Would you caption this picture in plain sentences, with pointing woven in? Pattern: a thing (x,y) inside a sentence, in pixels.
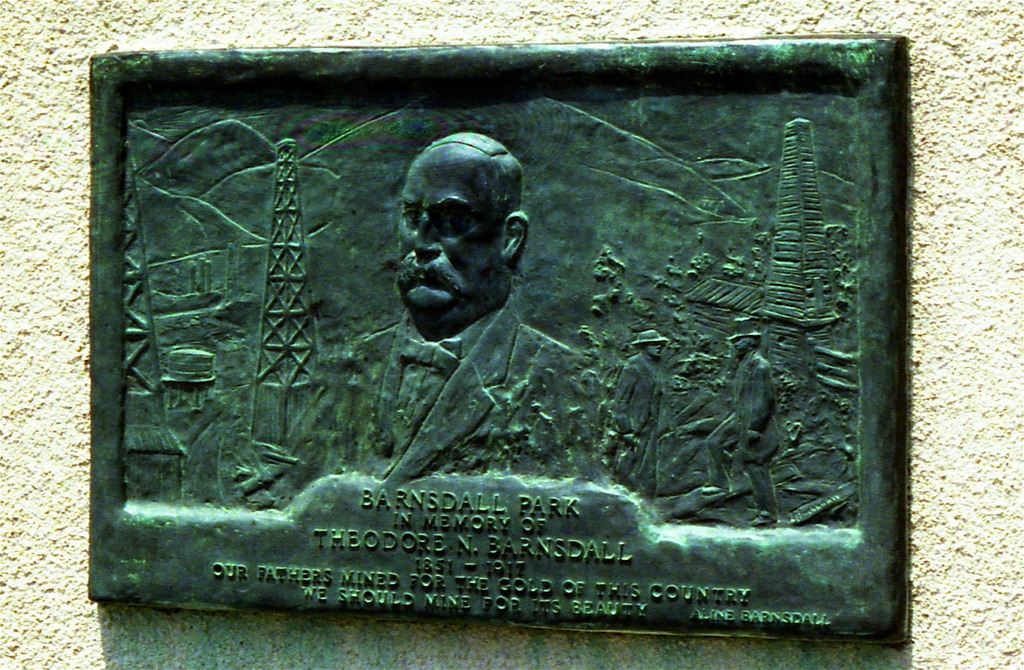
In front of the picture, we see a stele (396,322) in black color. At the bottom of it, we see some text (466,553) written. In the background (53,326), we see a wall (37,439).
